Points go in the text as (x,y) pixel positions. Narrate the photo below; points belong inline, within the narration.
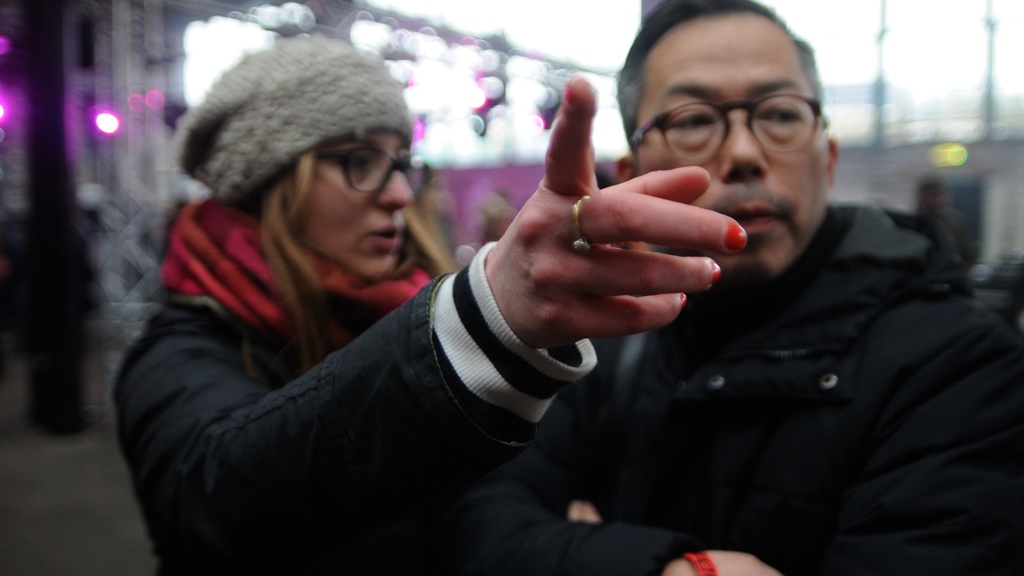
The picture is blurred. In the foreground of the picture (659,174) there are two persons (408,188). In the background (489,84) there are lights (544,107).
